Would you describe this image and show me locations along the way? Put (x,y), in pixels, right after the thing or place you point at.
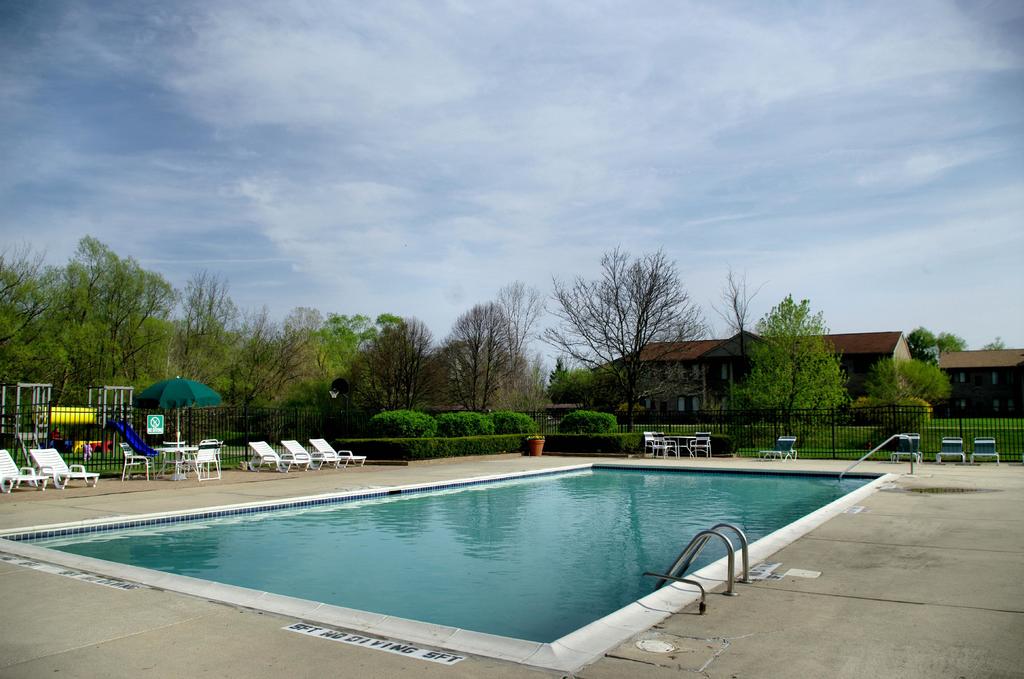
In this image I can see a swimming pool (430,508) in the centre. In the background (669,450) I can see number of chairs (221,443), number of trees (13,358), fencing (166,440), few buildings (1002,376), clouds (496,178) and the sky (494,240). On the left side (173,386) I can see an umbrella (185,386), a board (153,419) and a blue colour thing (152,453).
